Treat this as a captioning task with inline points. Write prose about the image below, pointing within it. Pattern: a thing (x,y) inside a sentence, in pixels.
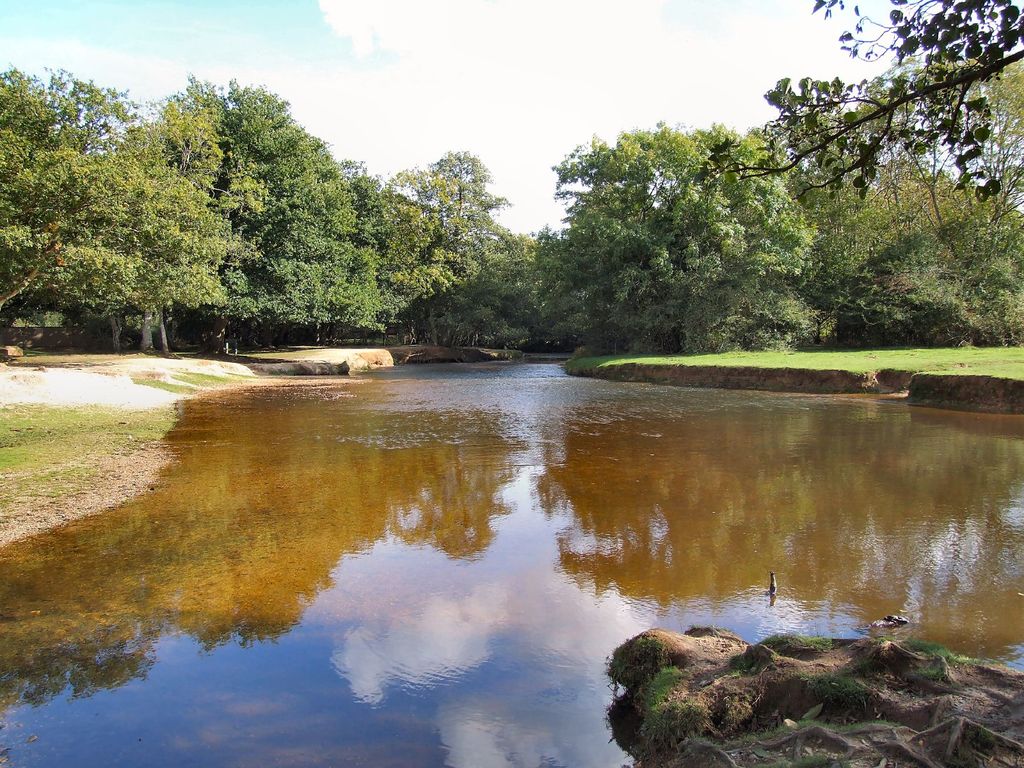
In this picture we can see small water pond (406,478) in the middle of the image (528,435). Beside there are trees (505,257) on both the side.
